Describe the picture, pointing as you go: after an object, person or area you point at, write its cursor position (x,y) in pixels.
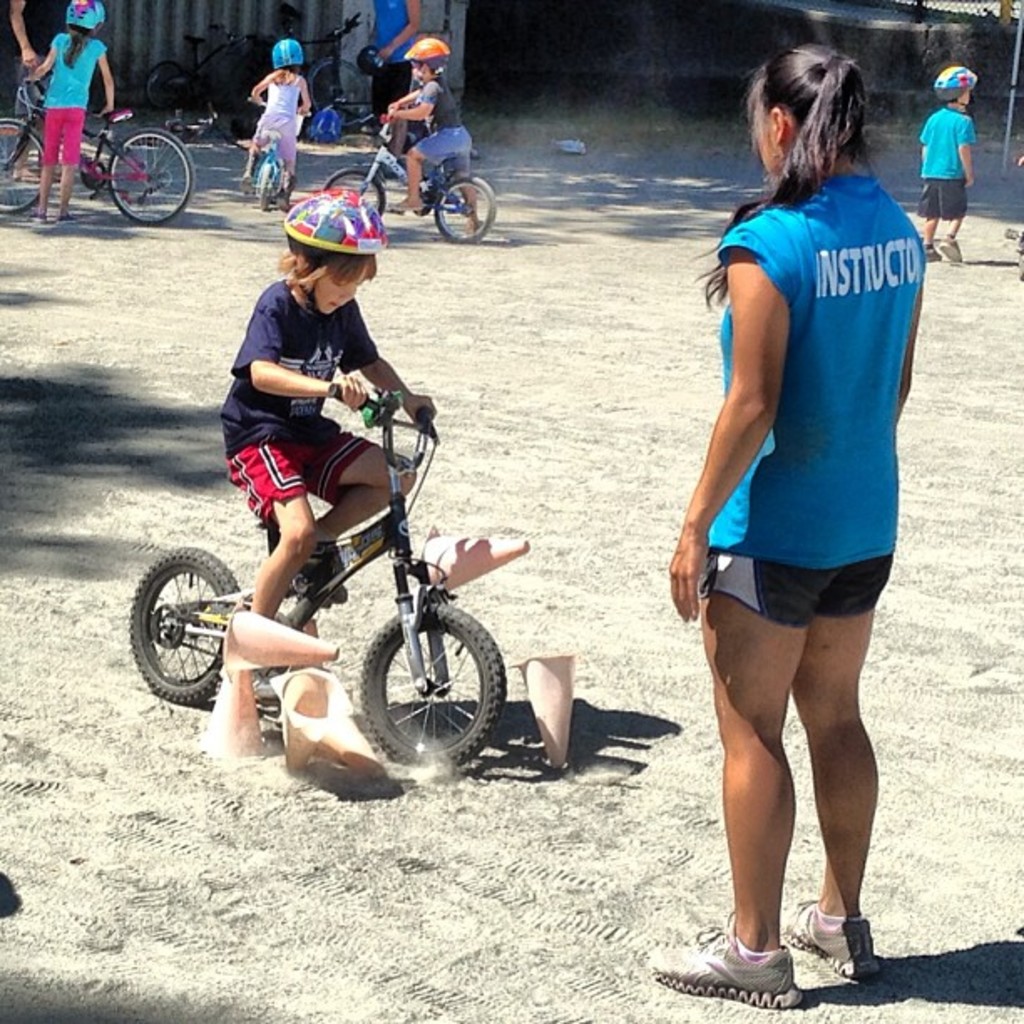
These kids (464,157) are riding a bicycle (421,187) and wore helmets (344,228). This kid (91,58) is standing beside his bicycle (138,130) and holding. This woman (797,244) is standing in-front of this bicycle (359,540).
